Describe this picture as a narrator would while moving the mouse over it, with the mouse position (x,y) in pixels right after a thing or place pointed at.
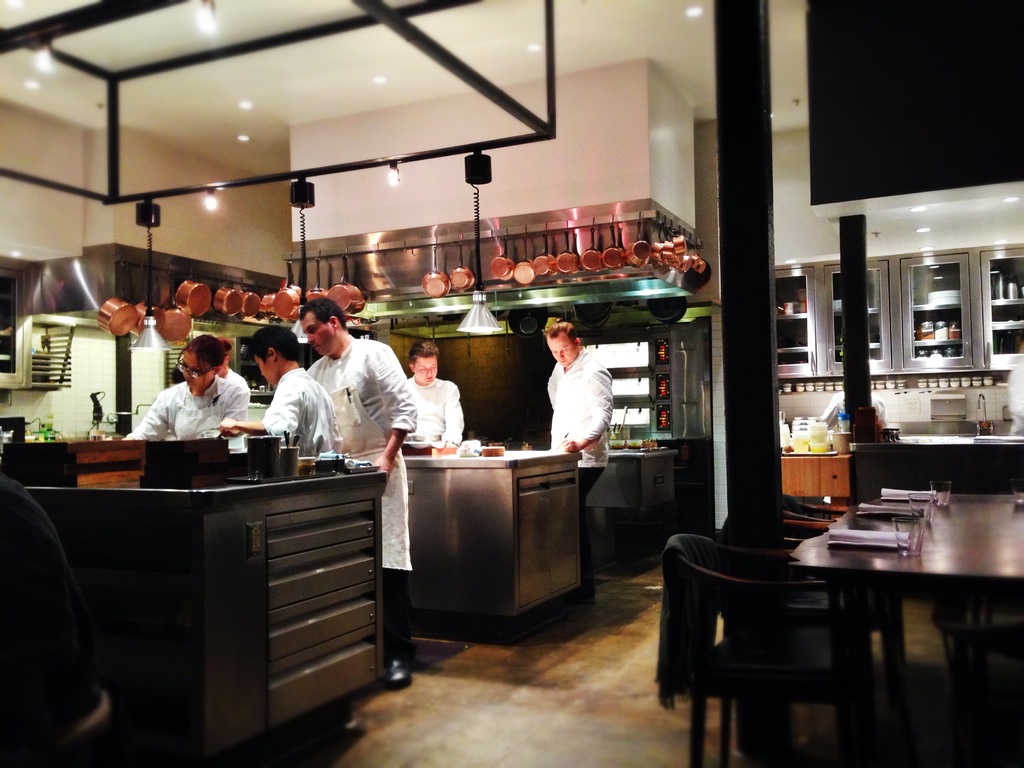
There are five persons (579,462) who are working in the kitchen (179,536). This is a wooden table (976,544) where a glass (917,531) and papers (891,537) are kept on it.
